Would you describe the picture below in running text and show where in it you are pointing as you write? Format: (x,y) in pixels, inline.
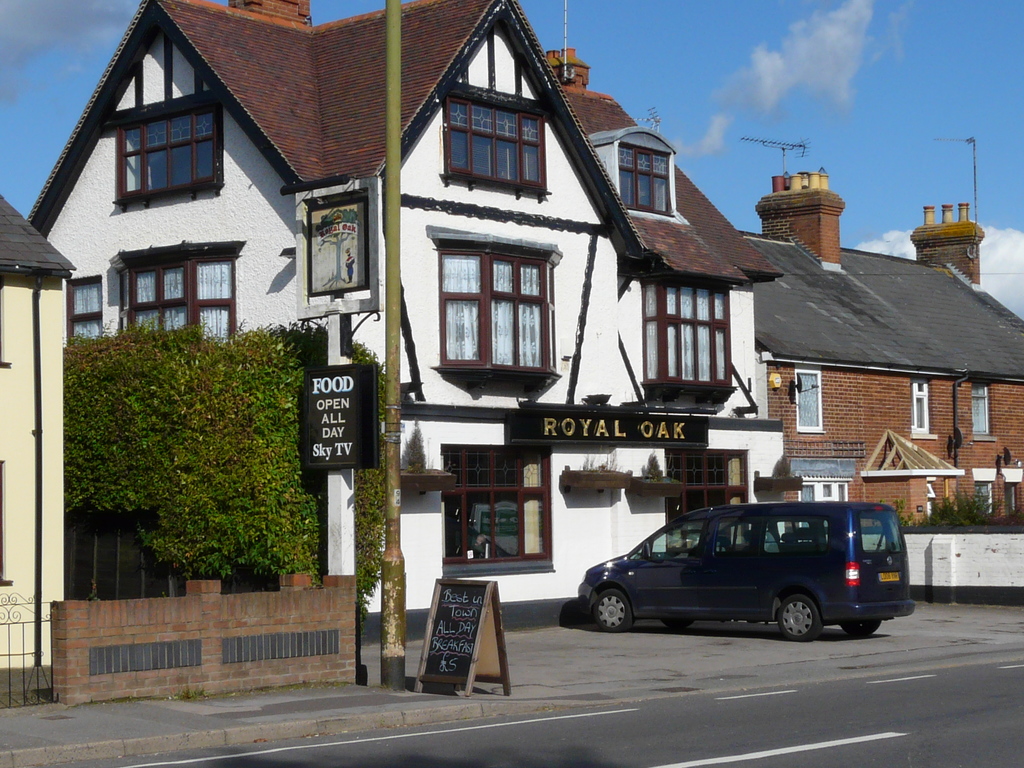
In this image I can see the road (877,718) in front (399,756), on which there are white lines (386,739). In the middle of this picture (434,340) I can see few buildings (553,309), few plants (75,411), a pole (398,364), few boards (347,454) on which there is something written and I can see a blue color car (870,550). In the background (17,156) I can see the sky (816,106).
